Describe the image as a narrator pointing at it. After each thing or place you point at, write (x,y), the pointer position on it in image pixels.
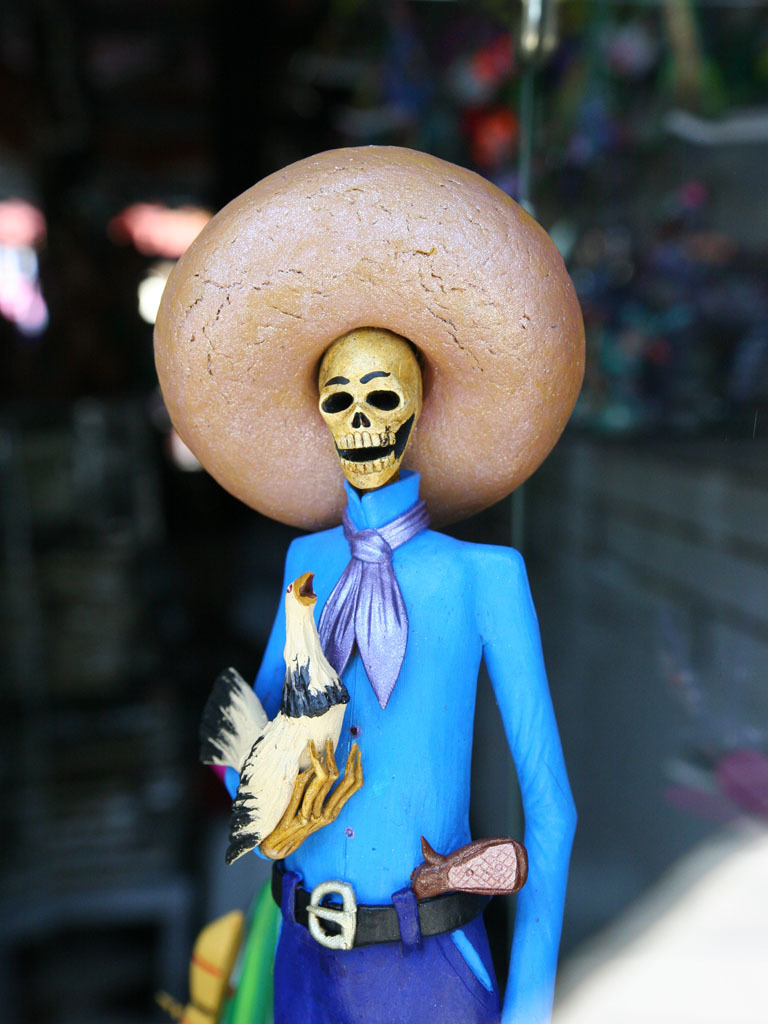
In the middle of the image (439,392) we can see toy (349,813). In the background (599,110) it is blur.
